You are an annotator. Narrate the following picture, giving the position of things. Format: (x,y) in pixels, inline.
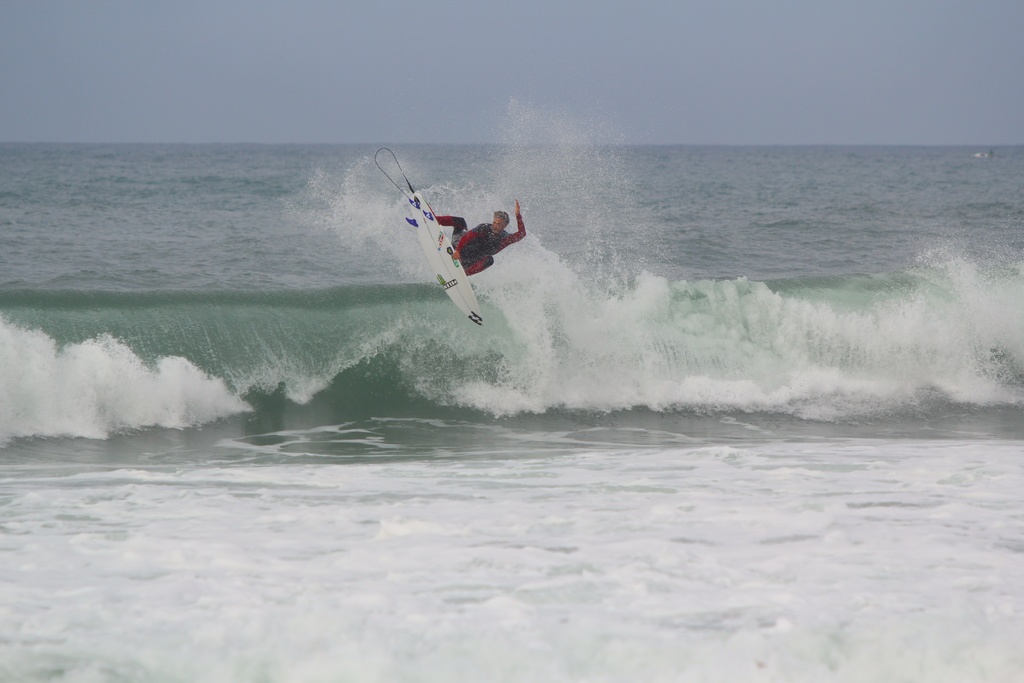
In this image there is a man (468,251) surfing on water (433,306).
